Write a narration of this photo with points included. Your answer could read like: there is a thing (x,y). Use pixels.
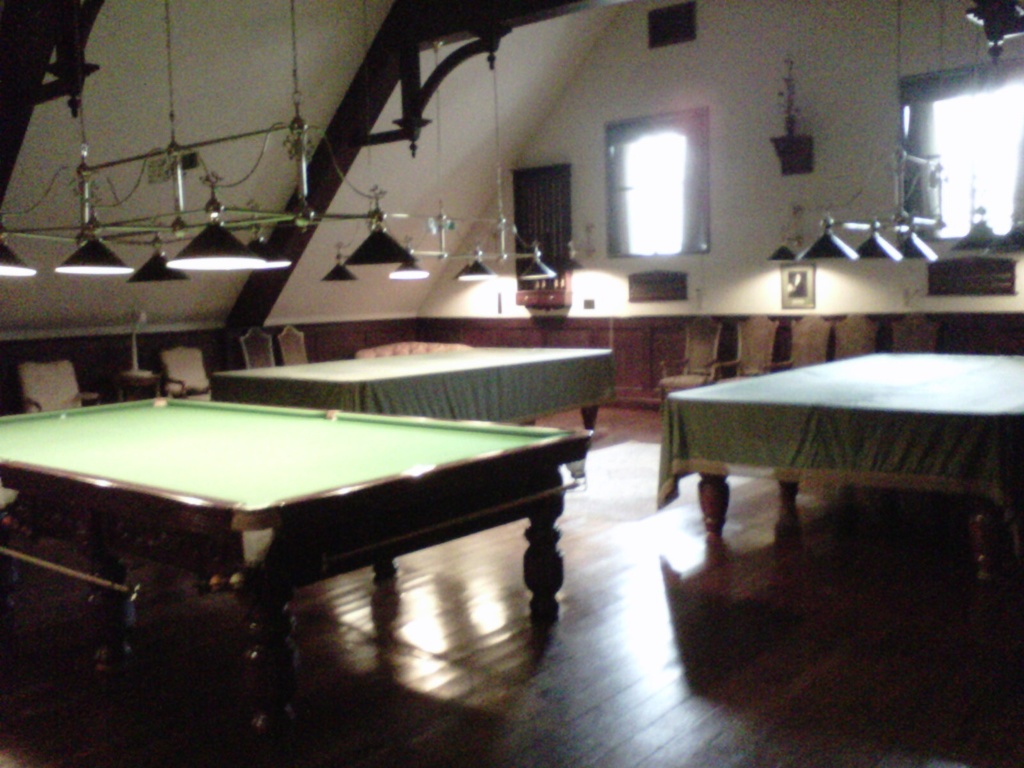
In this picture there are tables (351,458), snooker table (283,463), chairs (268,361) and wooden floor (549,657). In the center of the picture (399,260) there are lights (16,258). In the background (655,150) there are windows (623,173) and wall (580,150) and there are wooden frames (27,71) also.
